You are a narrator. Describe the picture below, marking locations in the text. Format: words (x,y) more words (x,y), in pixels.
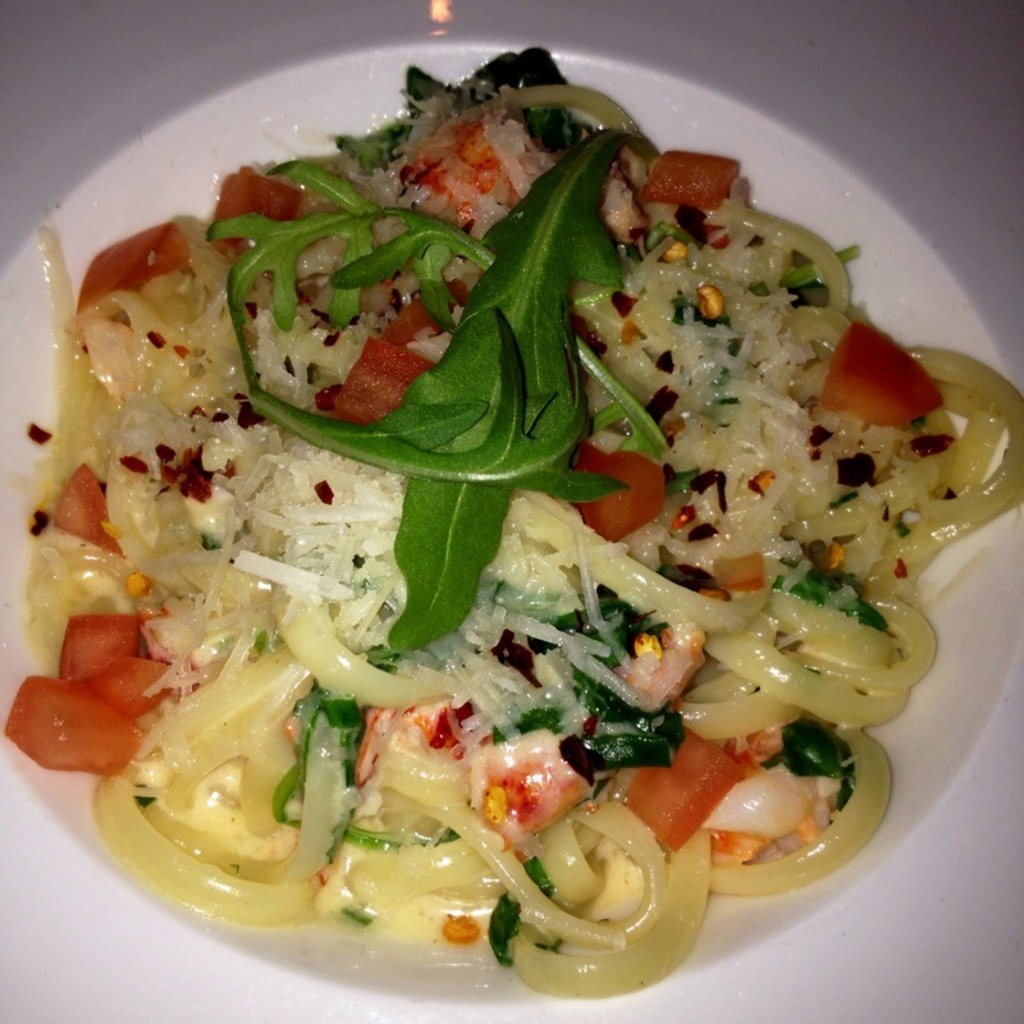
In this image, we can see a plate (828,989) contains some food (444,497).
